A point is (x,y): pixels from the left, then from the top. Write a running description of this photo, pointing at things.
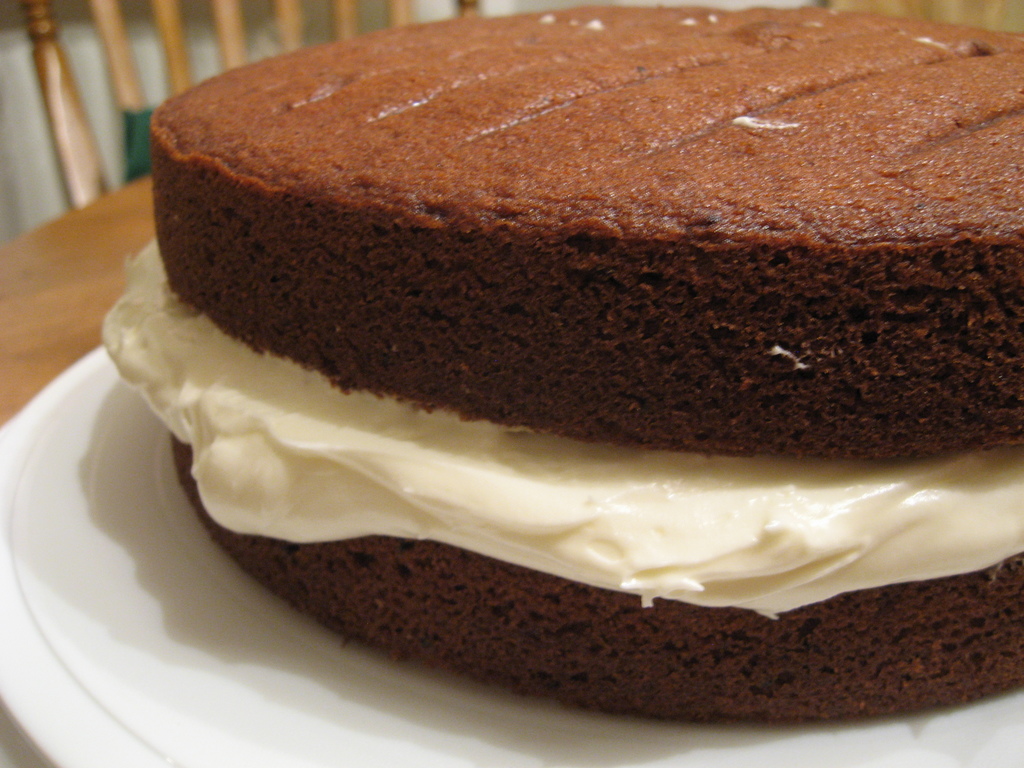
In the picture I can see a chocolate cake (838,378) on the plate (389,667) and the plate (9,638) is kept on the table (99,241). It is looking like a wooden chair (58,52) on the top left side of the picture (50,70).
